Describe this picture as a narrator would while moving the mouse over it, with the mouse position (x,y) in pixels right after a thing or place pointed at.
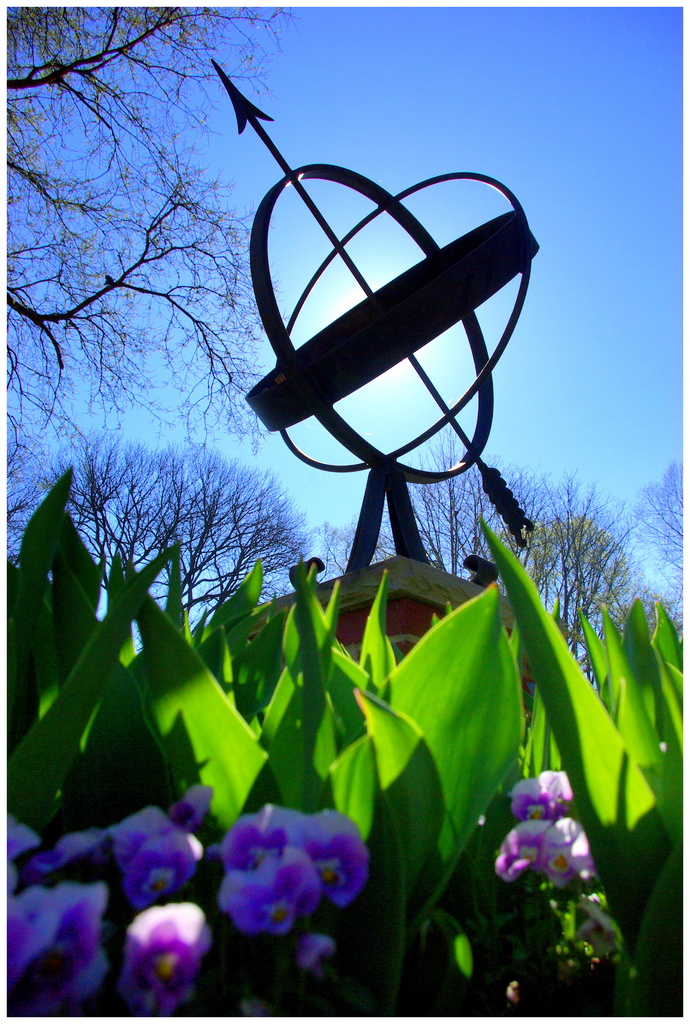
In this image we can see some plants (175,719) with flowers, there is a pedestal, on the pedestal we can see some object (327,261), there are some trees (126,303) and in the background (388,276) we can see the sky (371,287).
